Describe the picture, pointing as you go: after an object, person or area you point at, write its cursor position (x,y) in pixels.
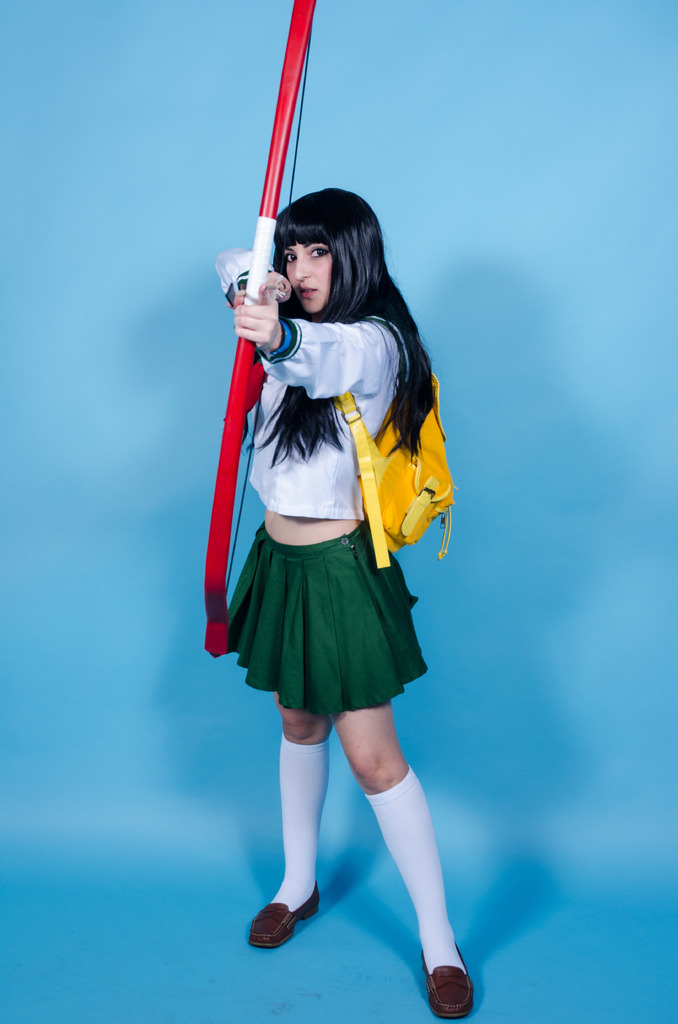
As we can see in the image there is a woman (373,619) wearing white color top (336,383), yellow color backpack (411,487) and holding a bow (283,105).
